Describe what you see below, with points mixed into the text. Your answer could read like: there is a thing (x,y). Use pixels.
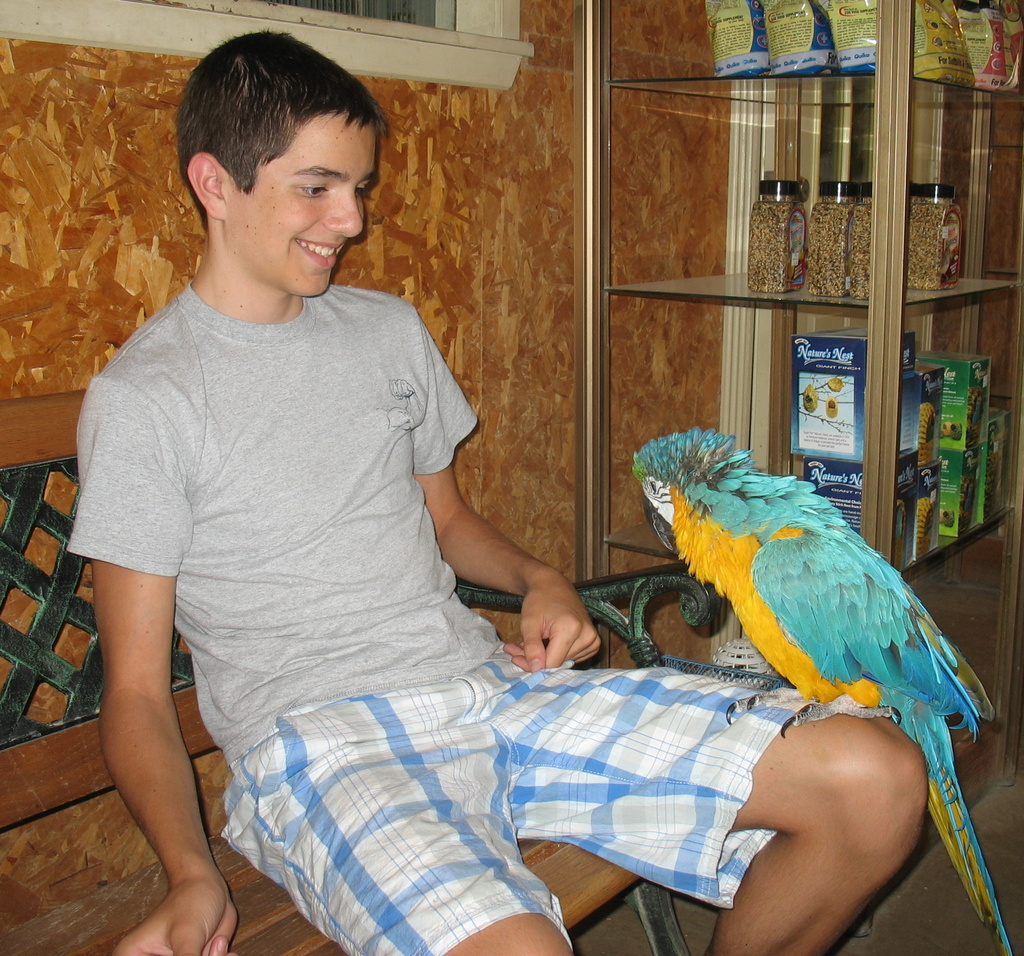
In this image I can see a person (308,700) sitting on the bench (33,453) and there is a bird (765,589). There are glass containers (847,249) and packets (948,399) in glass racks (741,298). Also there is a wall (535,244) and a window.
